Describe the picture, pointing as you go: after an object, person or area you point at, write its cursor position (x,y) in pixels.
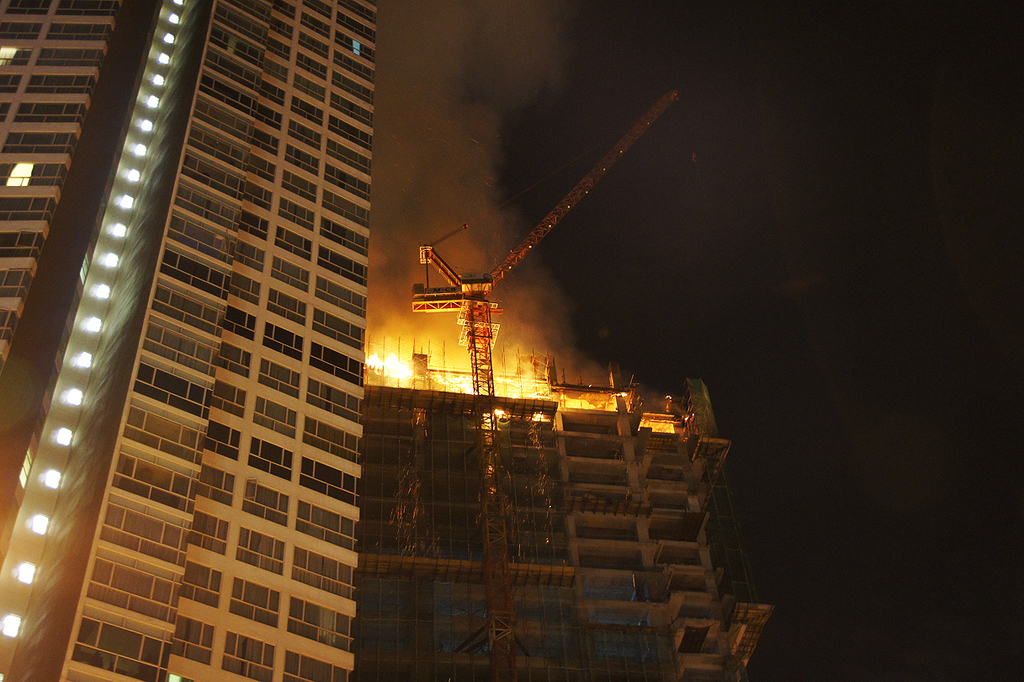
In this image there are two buildings (240,652), in which there is a fire (473,380) in a building (525,387), and in the background (722,122) there is sky (536,153).
